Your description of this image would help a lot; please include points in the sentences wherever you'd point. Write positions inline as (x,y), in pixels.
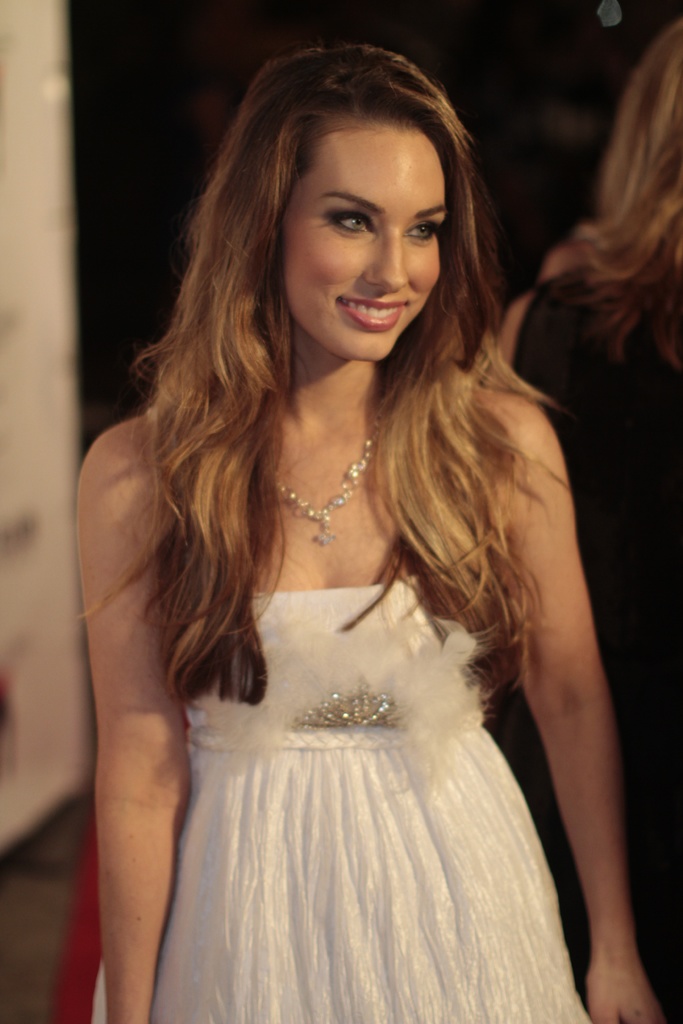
In this image, we can see a person (405,356) wearing clothes (286,721) on the blur background.
